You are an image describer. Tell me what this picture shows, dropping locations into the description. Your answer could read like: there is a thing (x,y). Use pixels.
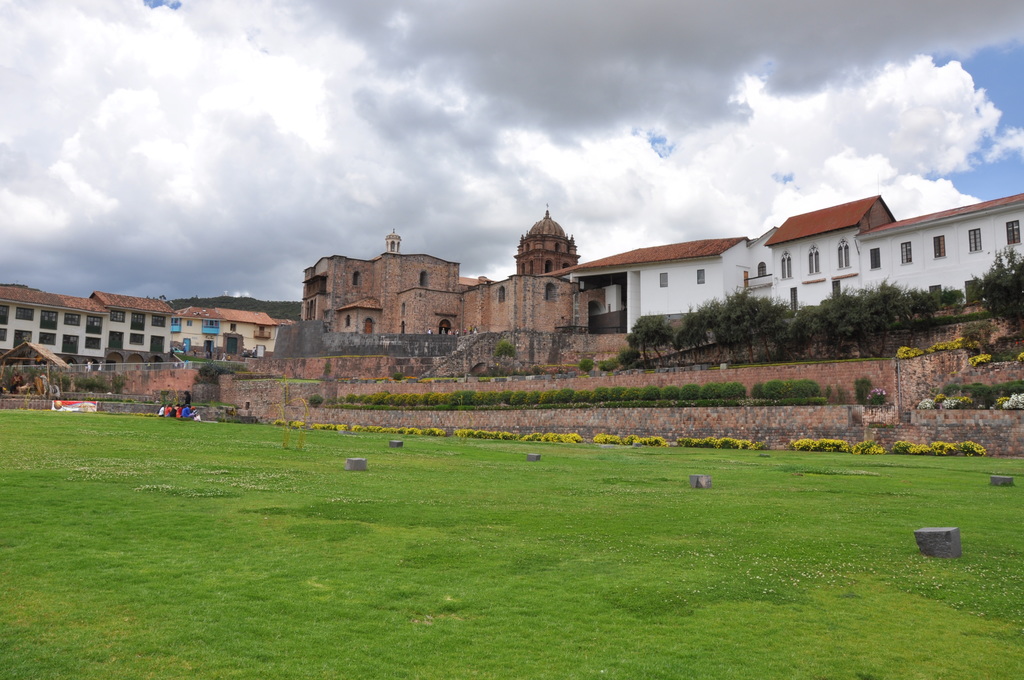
This image is taken outdoors. At the bottom of the image (503,595) there is a ground (574,523) with grass (271,482) on it and there are a few plants (793,441). At the top of the image (161,174) there is a sky (498,200) with clouds (486,158). In the middle of the image (561,327) there are a few houses (671,290) and building (460,290) with walls (681,282), windows (784,270), doors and roofs (159,303) and there are a few trees (822,304) and plants (734,400).
